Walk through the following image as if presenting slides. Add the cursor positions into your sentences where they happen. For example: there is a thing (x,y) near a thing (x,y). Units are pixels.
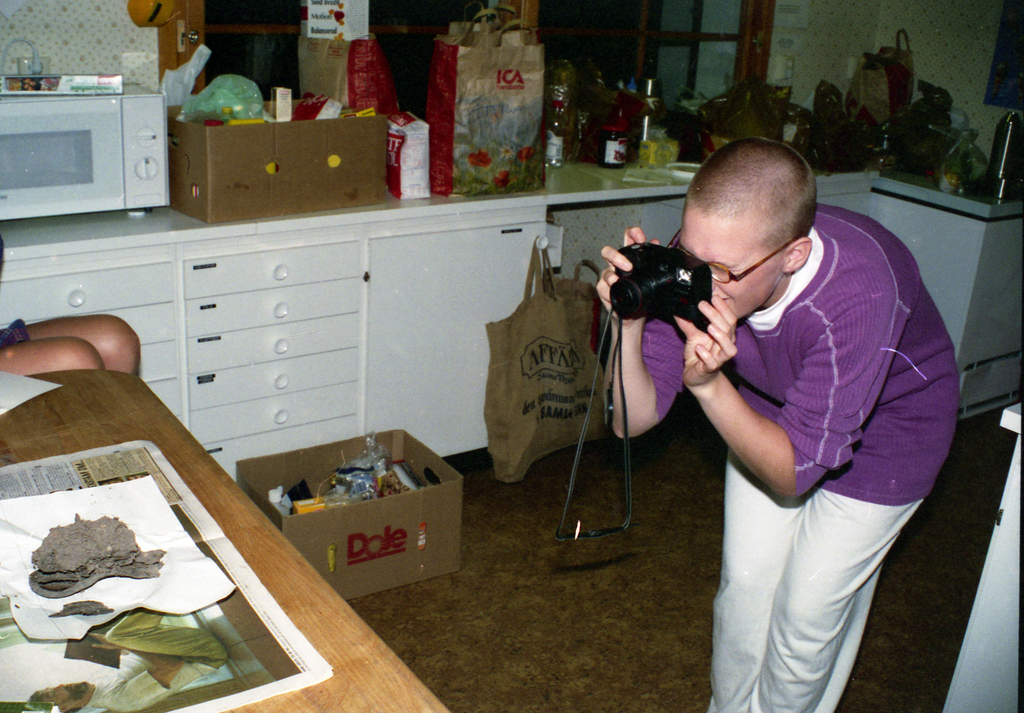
This picture shows a man (744,343) standing and holding a camera (646,244) in his hands (608,259) and we see few papers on the table (74,416) and we see a microwave oven (100,171) and a bag (459,119) on the counter top (574,178) of the kitchen (510,197).
